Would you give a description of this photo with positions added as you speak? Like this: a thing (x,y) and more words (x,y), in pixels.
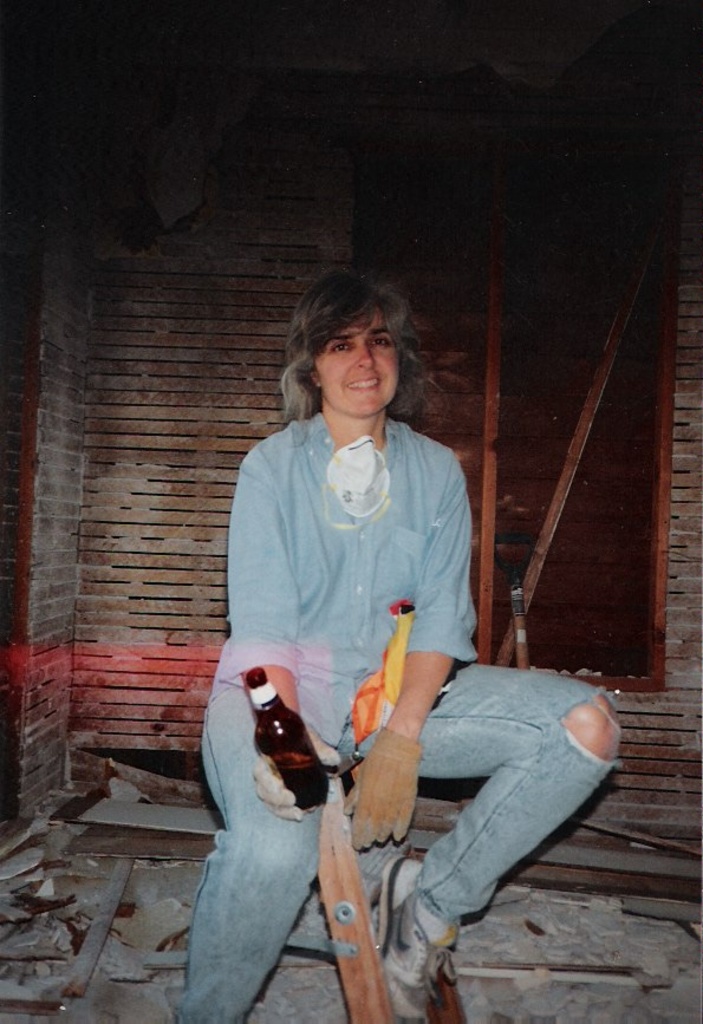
In this image I can see a woman (273,762) holding a bottle (273,738). At the back side (178,481) there is a wall (179,460).
